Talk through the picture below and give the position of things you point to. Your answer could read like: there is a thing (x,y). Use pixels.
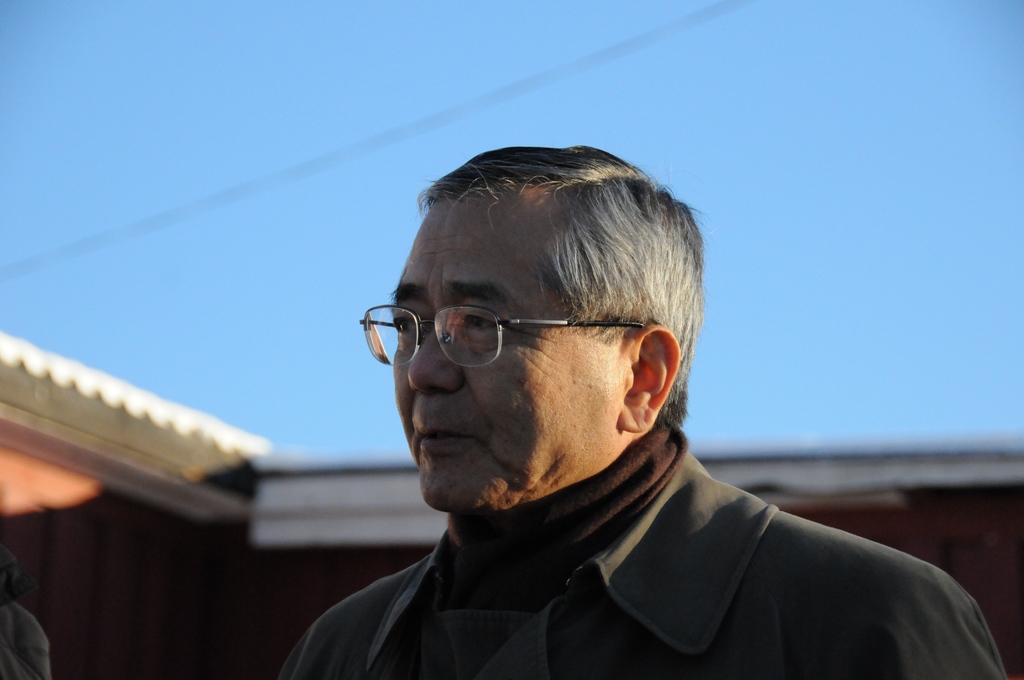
In this image in the foreground (472,334) there is one person (444,581) who is wearing spectacles (413,323) and in the background (237,488) there is a house (363,523), at the top of the image (627,84) the sky (560,60).
